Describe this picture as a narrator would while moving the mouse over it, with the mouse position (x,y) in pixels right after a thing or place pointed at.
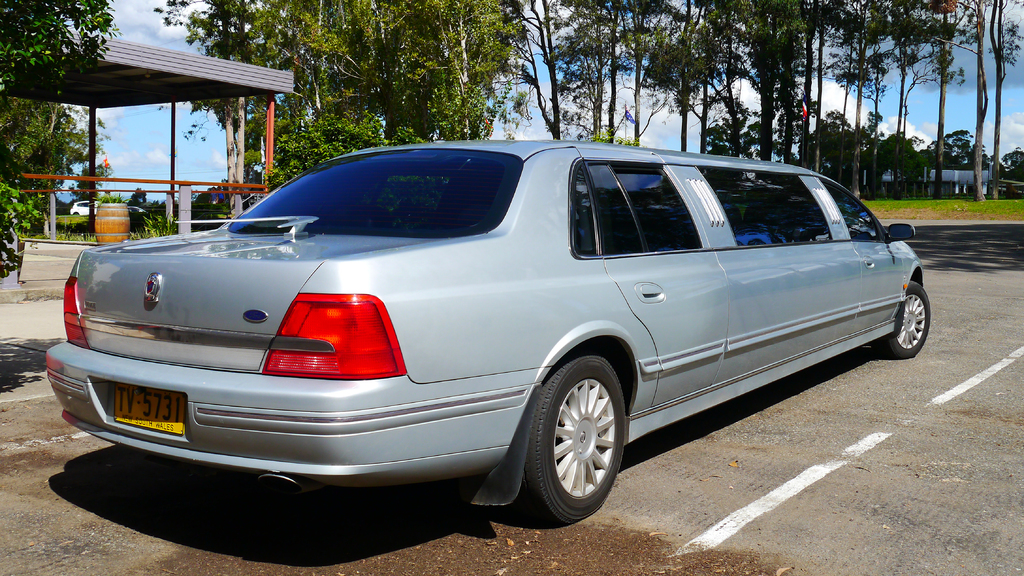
In this picture we can see the silver color big Limousine car (450,296) park in the parking area (106,535). Behind there are some trees (350,86). On the left side (259,71) there is a shed (97,59) and a brown color drum (118,239) placed on the ground (33,258).
